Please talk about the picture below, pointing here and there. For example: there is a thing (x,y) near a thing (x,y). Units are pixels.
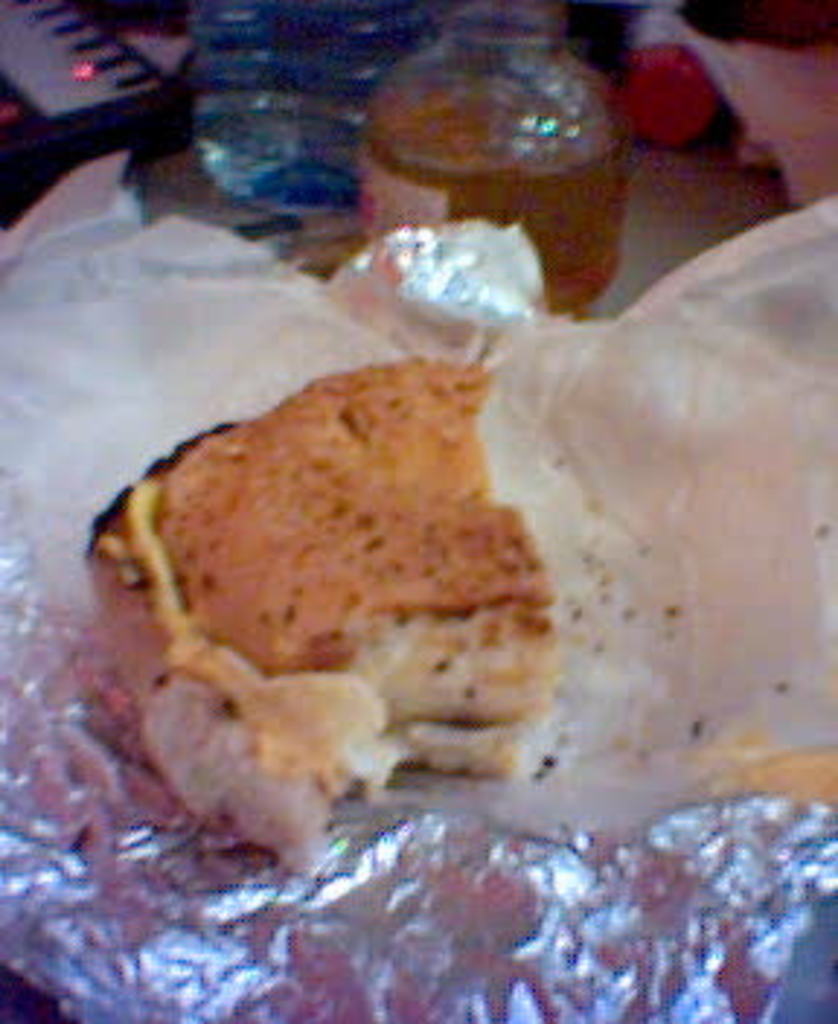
This image consists of food (377,632) which is in the center (426,658) and there are bottles (373,107) on the top (380,86).
